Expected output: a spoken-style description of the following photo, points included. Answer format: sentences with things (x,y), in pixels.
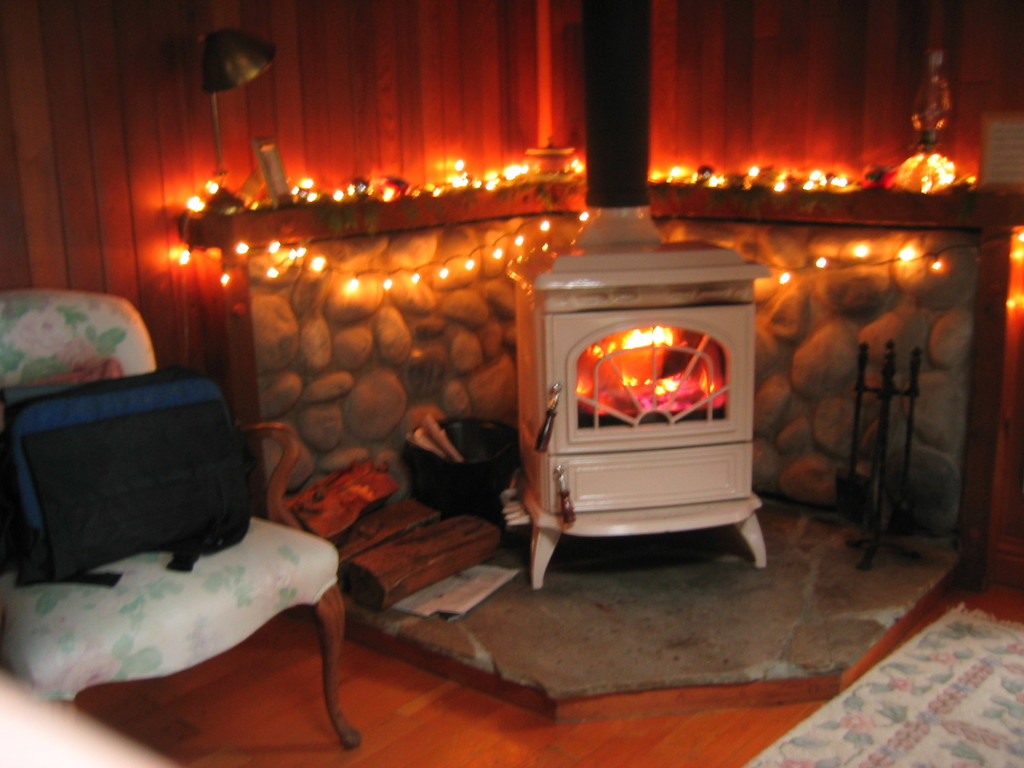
In this image on the left side (172,587) there is a chair (151,570) and on the chair (169,557) there is a bag (116,496). In the center (647,402) there is a stand (630,395) which looks like a fire stand (623,379). In the background (386,263) there are lights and there is a wall (343,111).
